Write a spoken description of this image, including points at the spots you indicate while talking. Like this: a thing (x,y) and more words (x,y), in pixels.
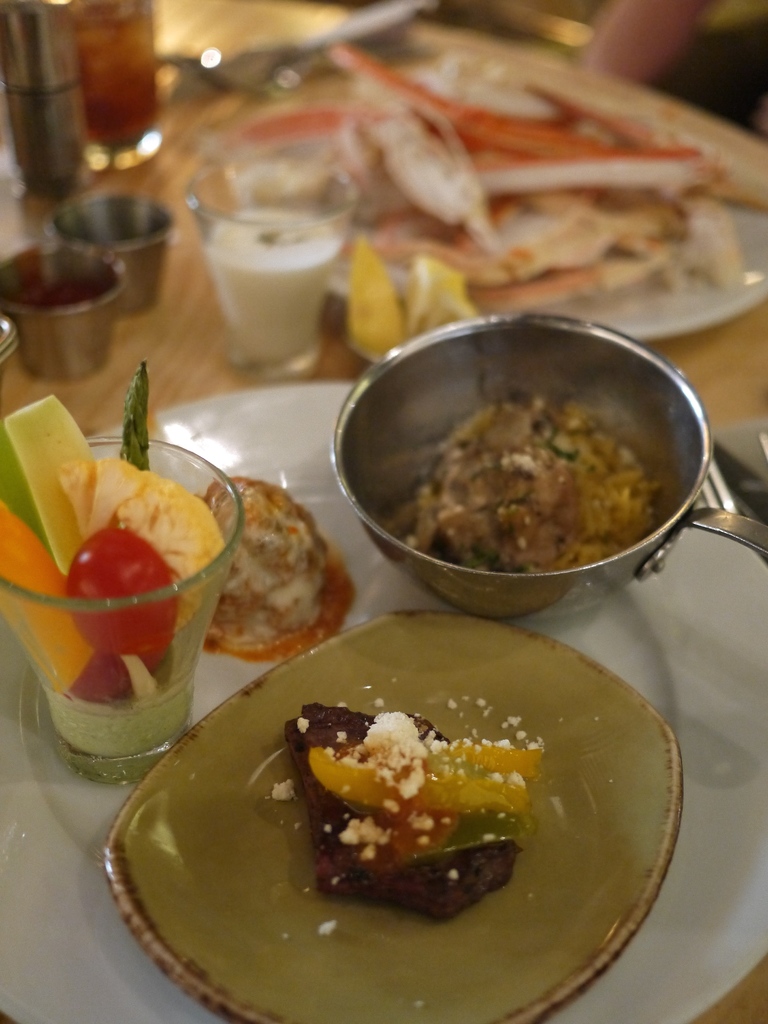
In this image we can see food items (284,597) in plate (240,427). There are glasses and other objects (21,121) on the table (273,4).
